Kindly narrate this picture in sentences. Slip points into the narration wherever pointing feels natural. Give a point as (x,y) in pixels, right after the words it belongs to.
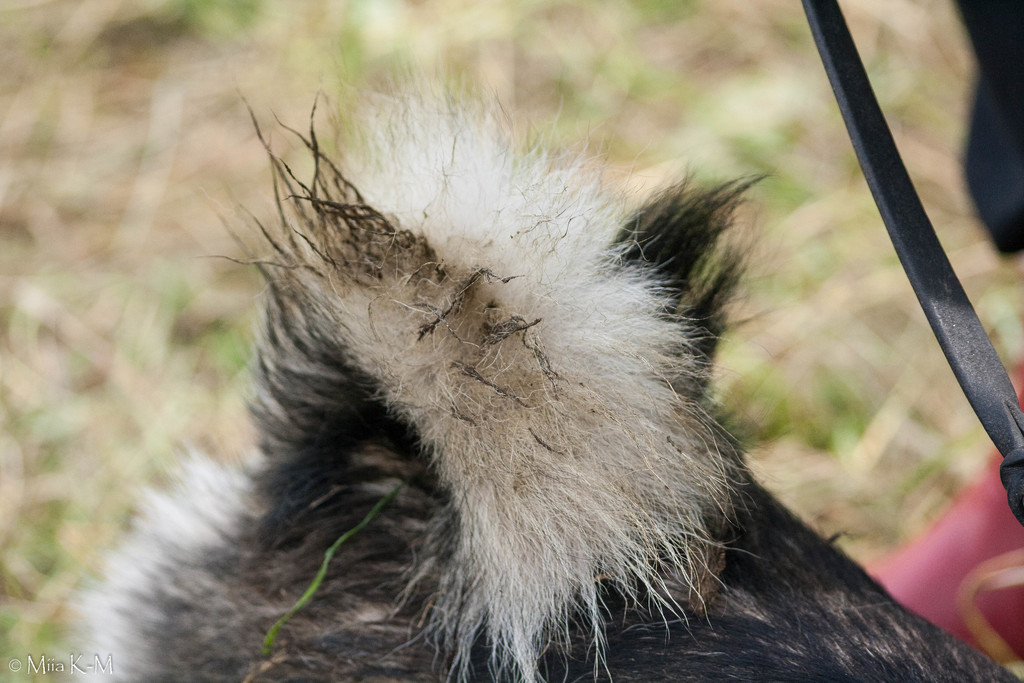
In the image we can see an animal (76,644), cable wire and the background (23,239) is blurred.
